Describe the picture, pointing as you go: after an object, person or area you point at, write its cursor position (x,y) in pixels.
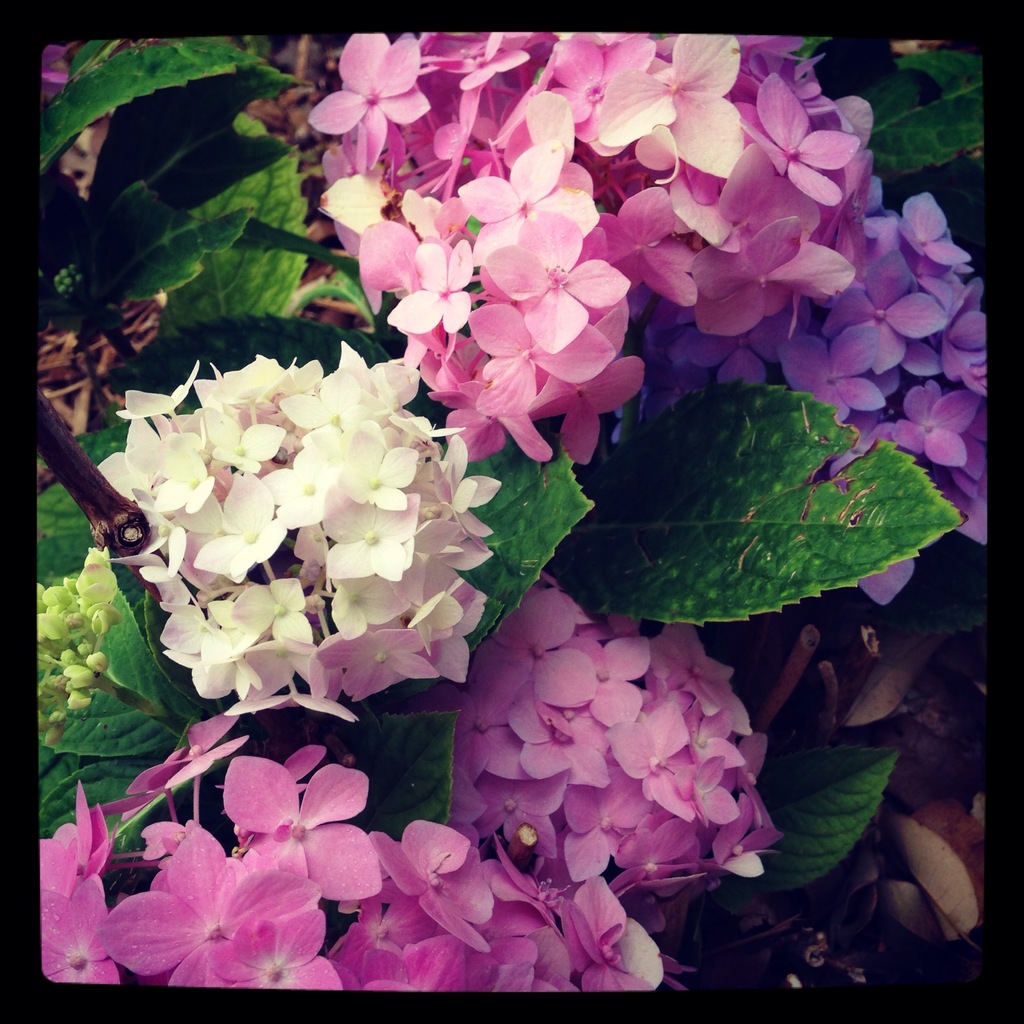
There are colorful flower plants (379,126).
